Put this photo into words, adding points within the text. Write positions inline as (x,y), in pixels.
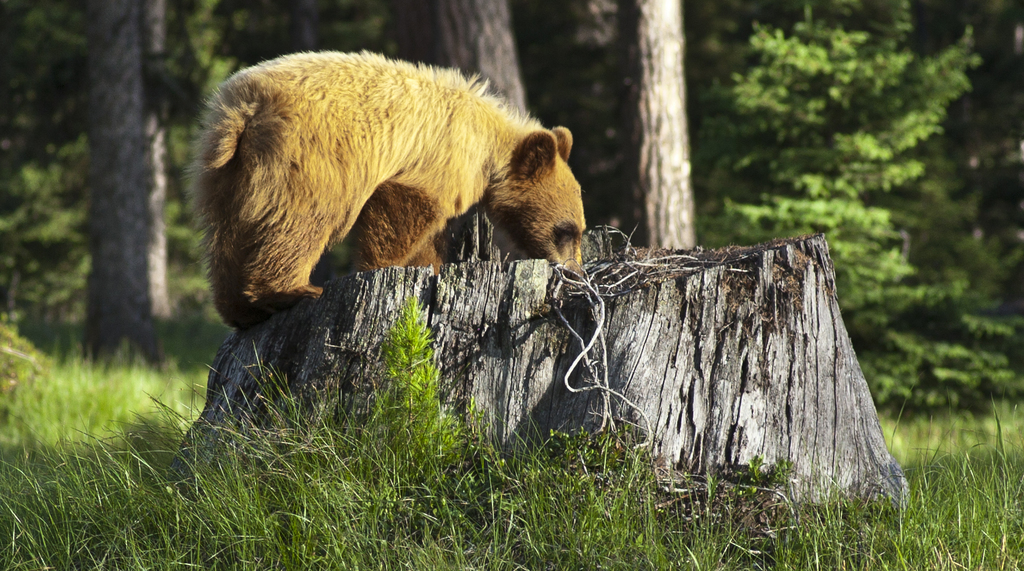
In this image there is a grassland (596,500), in the middle (450,243) there is a log (840,421), on that there is a bear (308,231), in the background (343,248) there are trees (147,69).
